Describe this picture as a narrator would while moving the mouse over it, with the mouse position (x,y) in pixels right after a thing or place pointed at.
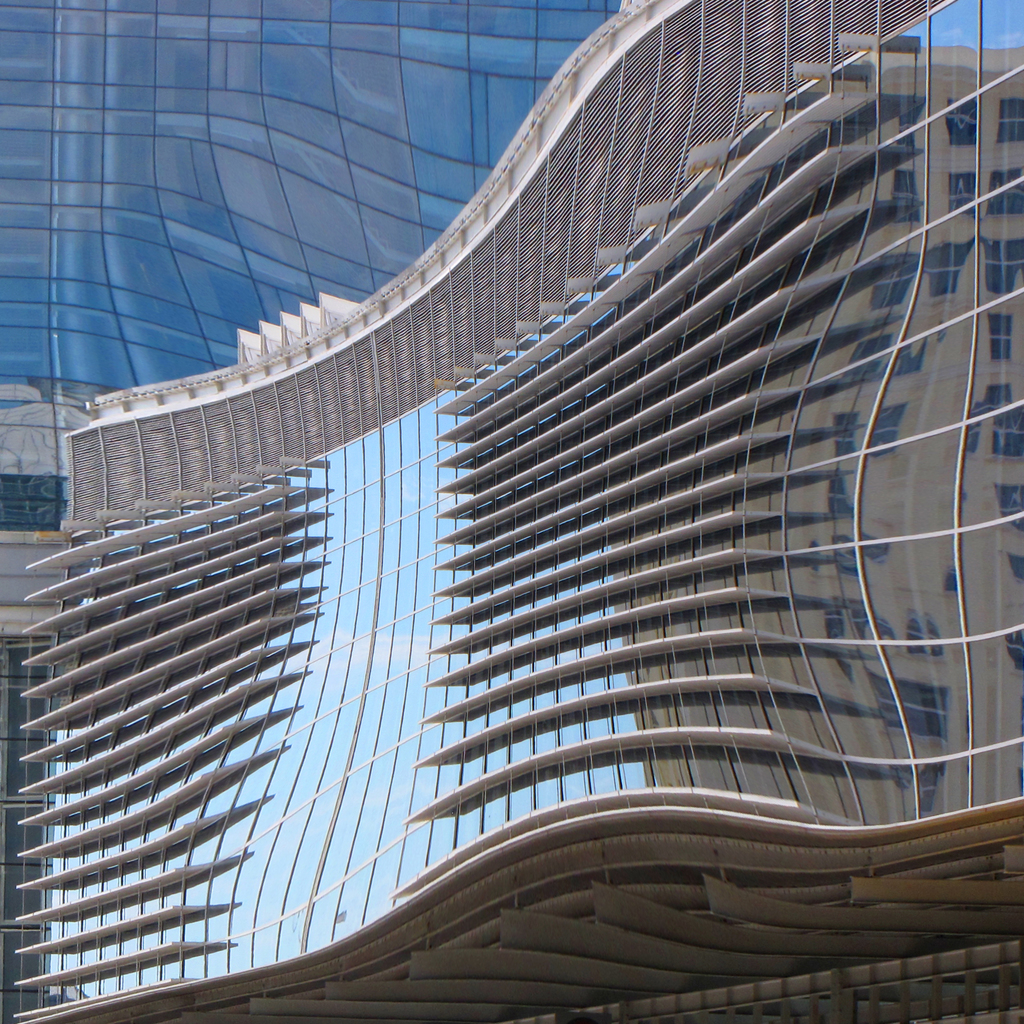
We can see glass buildings (422,98).
